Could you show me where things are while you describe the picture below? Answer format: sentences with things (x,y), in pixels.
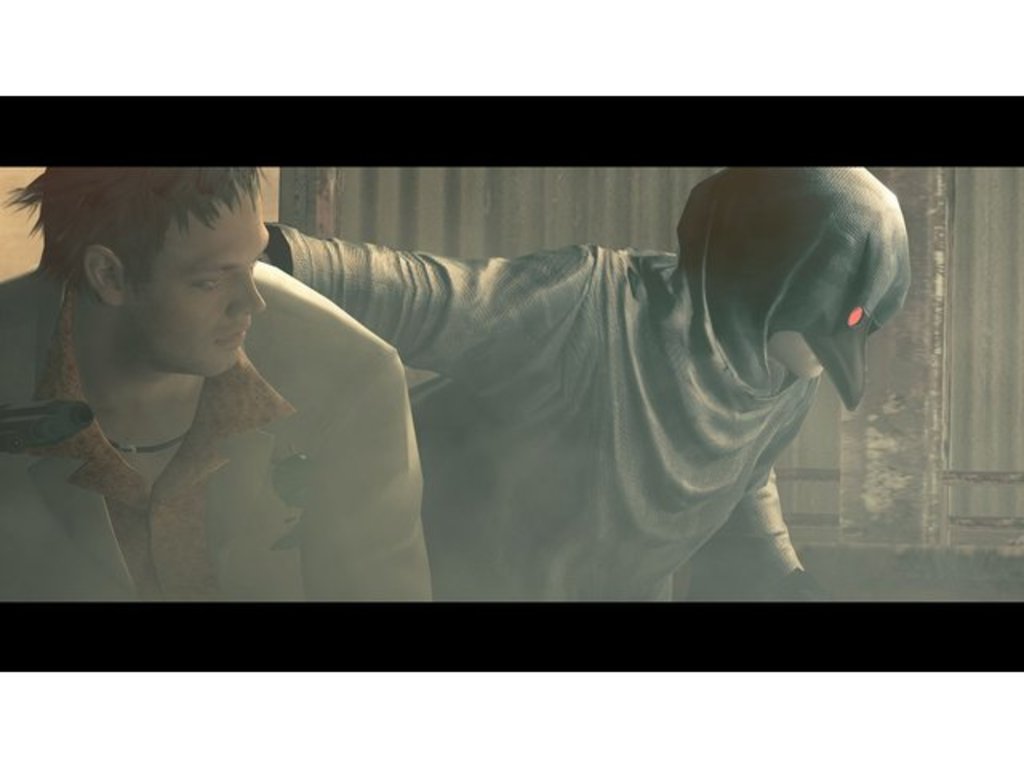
This is an animation picture. In this image there are two persons (479,408). At the back (412,180) it looks like a building (611,182).
